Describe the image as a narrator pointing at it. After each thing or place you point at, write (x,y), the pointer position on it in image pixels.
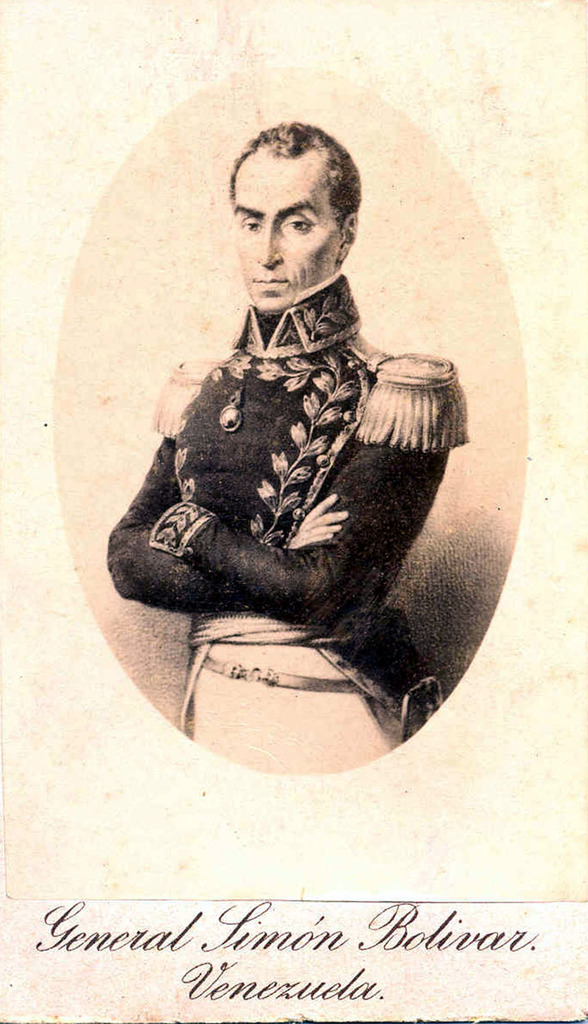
In this picture, we see the man (269,421) in the black coat (245,511) is standing. In the background (432,63), it is white in color and at the bottom of the picture (252,930), we see some text (221,995) written on the paper (269,906). I think this picture might be taken from the textbook.
